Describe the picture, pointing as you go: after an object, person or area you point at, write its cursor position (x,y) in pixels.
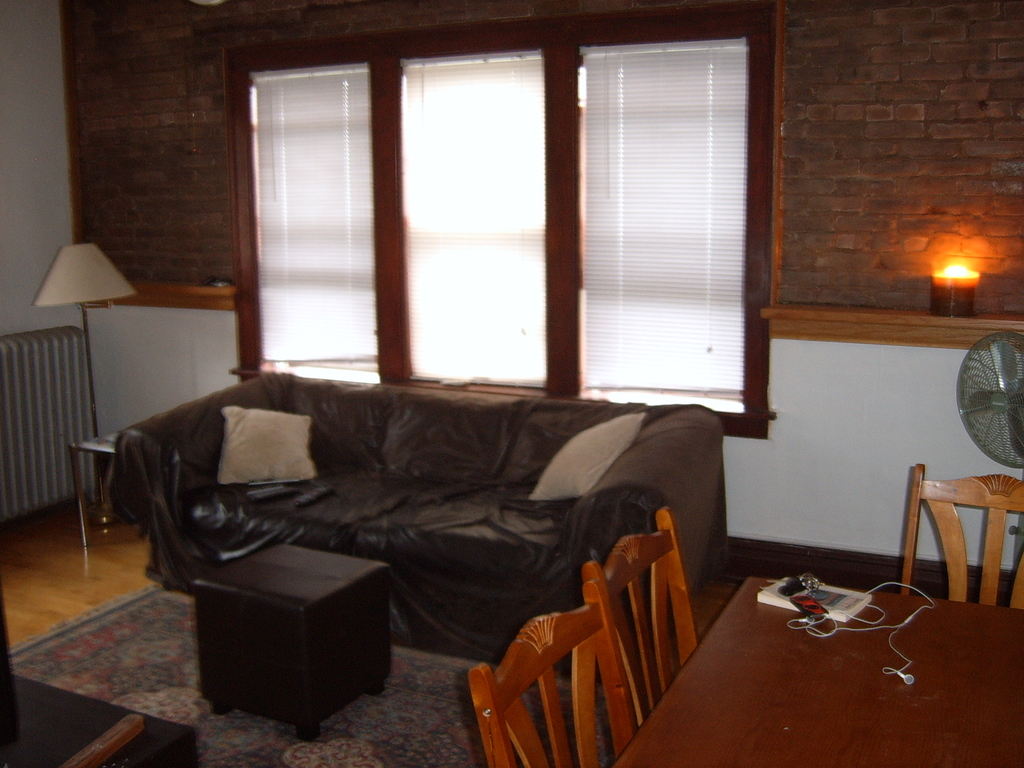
In this image I can see a couch (342,483) and a pillows (303,460). On the table (839,663) there is book (844,619), glasses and a earphones (891,625). There is a chair (599,653). I can see a table fan (991,398) and a lamp (91,297). At the back side (250,145) there is window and a wall (182,145).
